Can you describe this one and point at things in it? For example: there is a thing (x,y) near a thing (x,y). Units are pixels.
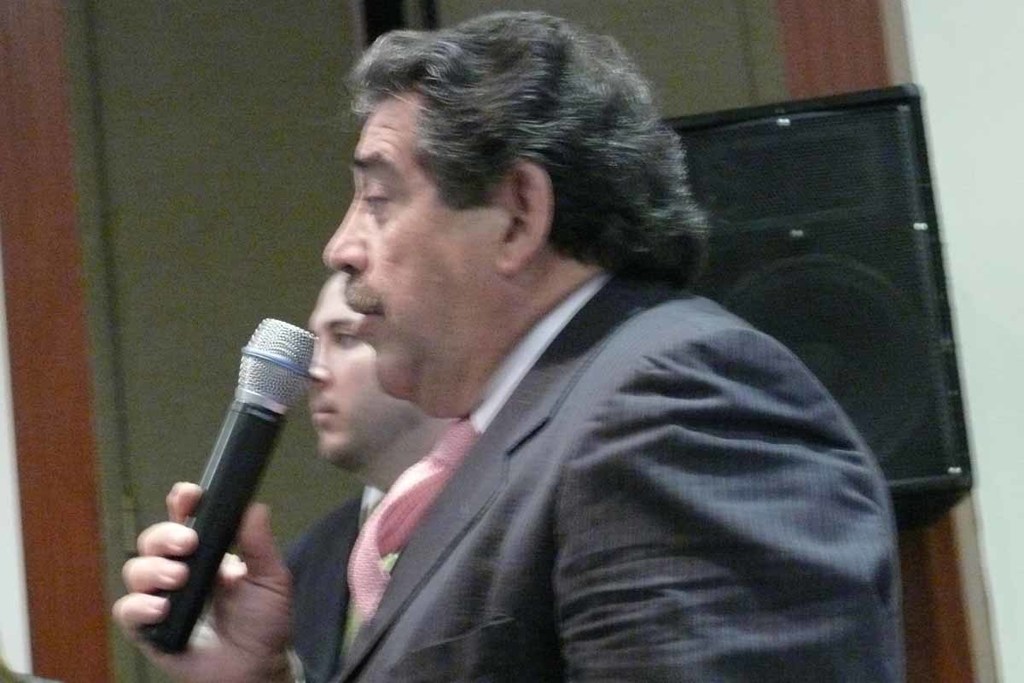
In this image I can see a man (525,489) is holding a mike (221,435) in his hand (195,501) and speaking. Beside him there is another man (356,411). On the right side (868,290) there is a speaker (858,179). In the background (247,88) there is a door (225,47).
